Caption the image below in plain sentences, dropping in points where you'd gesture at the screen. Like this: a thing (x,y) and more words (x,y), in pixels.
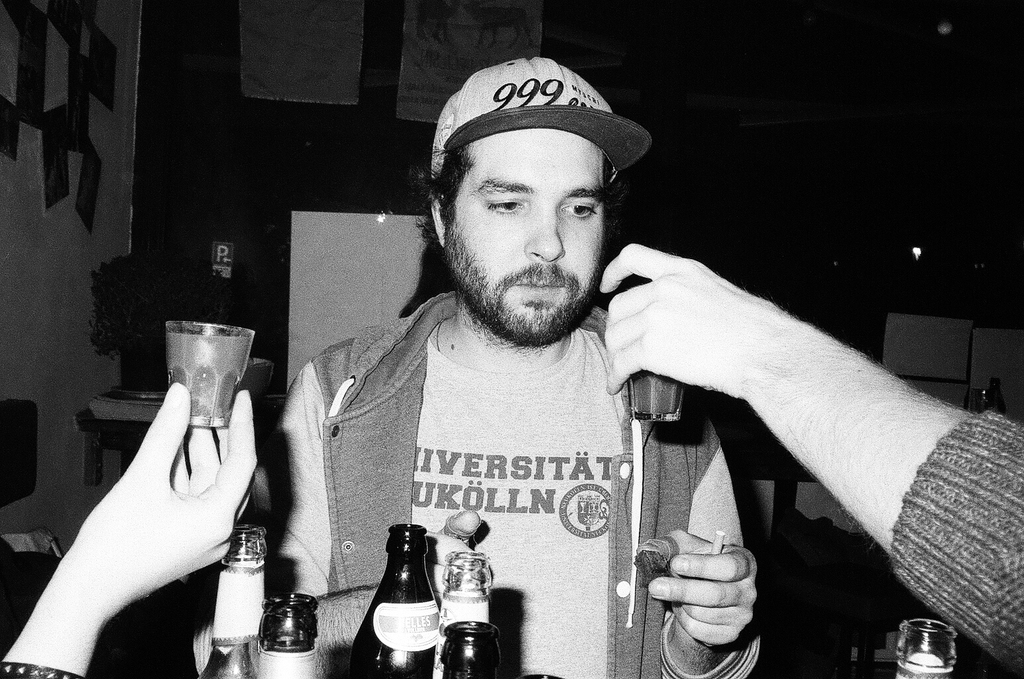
There is a man (598,492) in the center (460,435) and he is holding something in his hand (694,570). There is a hand (610,270) on the right side (956,612) holding a cup (633,390).
